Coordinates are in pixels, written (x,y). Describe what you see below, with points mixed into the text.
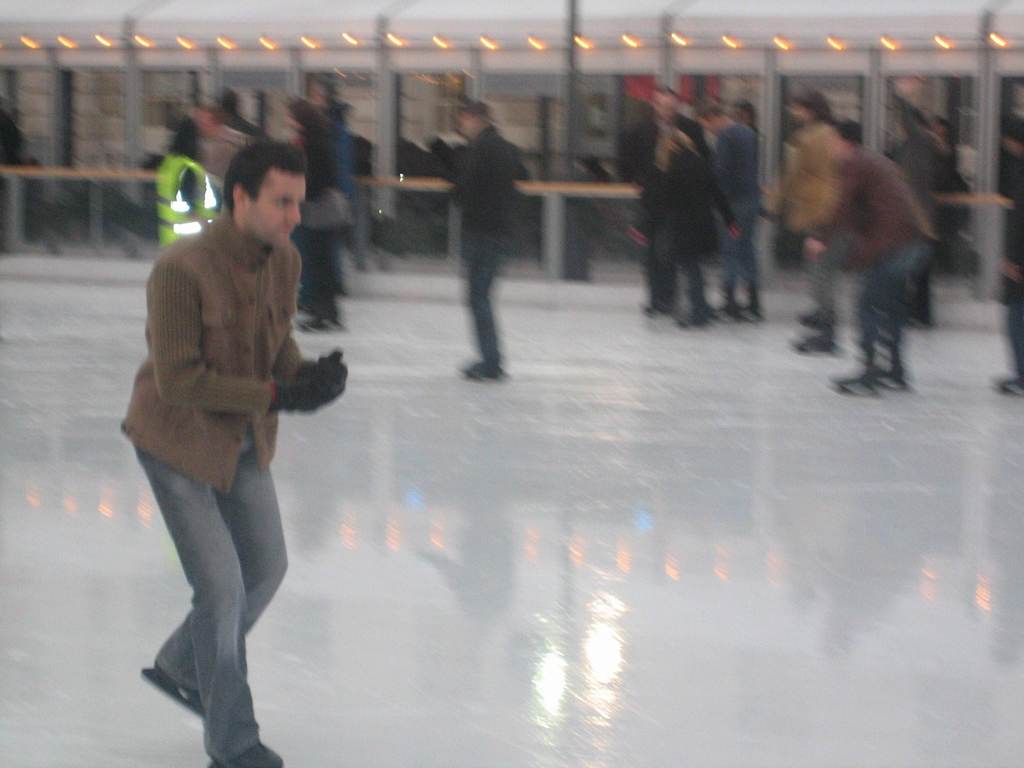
In the image there are few people (829,291) skating on the ice (316,498) and there is a man (196,494) skating in the foreground (224,254) and the background (40,3) is blur.
